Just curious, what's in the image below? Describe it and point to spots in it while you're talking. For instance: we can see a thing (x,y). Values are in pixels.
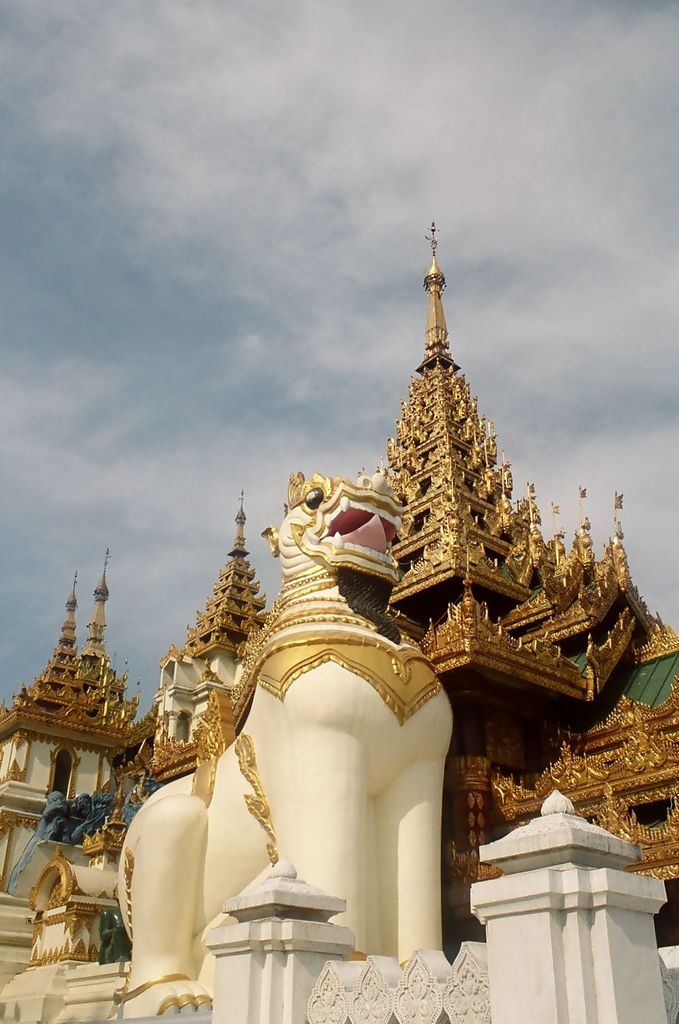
In this image we can see one big golden Wat temple (439,323) and one big statue (338,722) in front of the temple (483,548). At the top (318,243) there is the sky (546,393).
